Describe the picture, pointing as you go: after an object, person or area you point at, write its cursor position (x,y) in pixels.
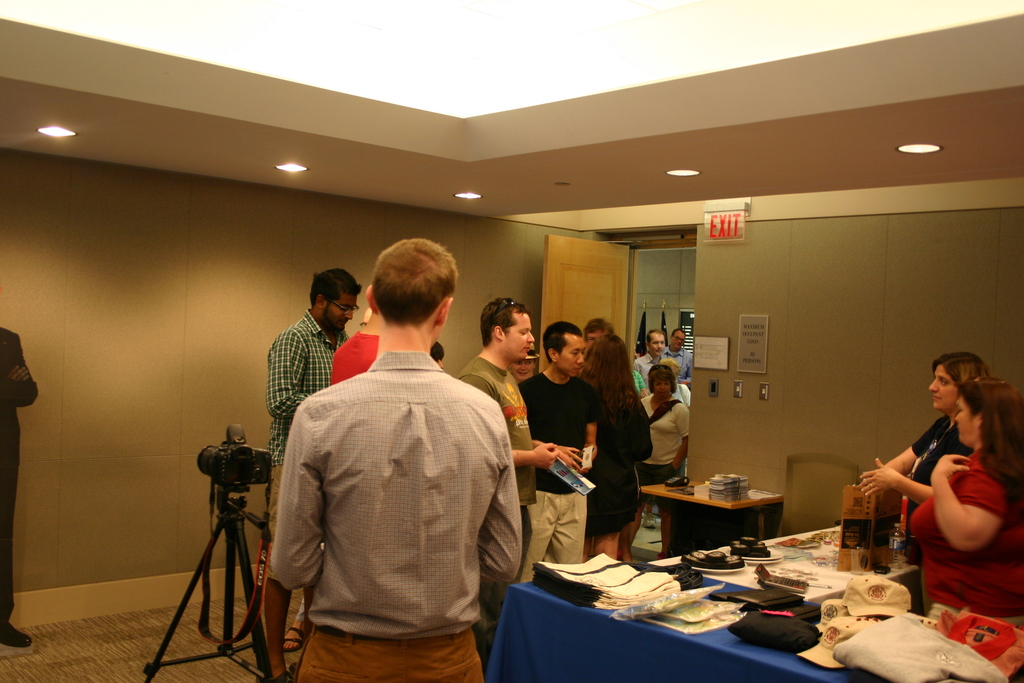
There are many people (357,423) standing in the room (409,406), in front of a table (730,636) on which some items (789,618) were placed. There are two women (955,515) here. There is a camera (239,460) with the tripod stand (233,533). In the background (121,379), there is a wall (190,275) and a door (619,285) here.
